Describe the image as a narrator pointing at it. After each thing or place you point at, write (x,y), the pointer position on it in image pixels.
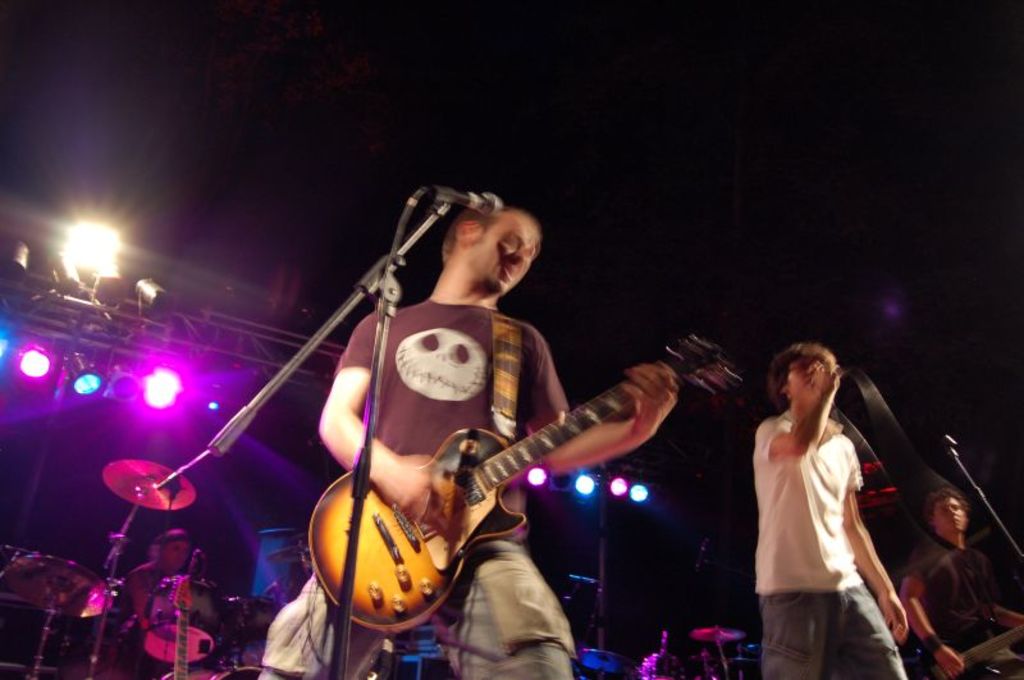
In this picture there are three boys (777,621) on the stage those who are singing, and there are having mic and guitar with them, there is a man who is sitting at the left side of the image (129,491) he is playing the drums (151,503) and there are spotlights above the area of the image, it seems to be music event.
